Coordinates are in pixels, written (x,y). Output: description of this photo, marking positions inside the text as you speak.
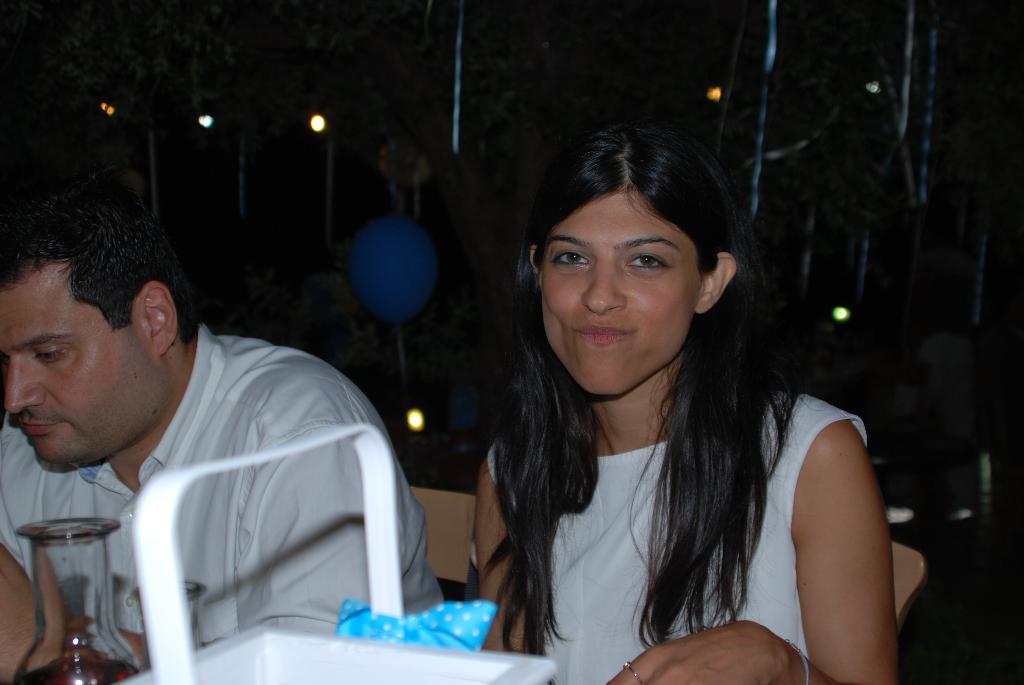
This is an image clicked in the dark. Here I can see a woman (592,388) and a man (156,435) wearing white color dresses (347,385), sitting on the chairs (439,542). The woman (537,430) is smiling and giving pose for the picture. In front of these people (609,586) there is a basket (242,673) and a glass (59,569). In the background (398,311), I can see a balloon (382,289) and few lights (319,127) in the dark.
